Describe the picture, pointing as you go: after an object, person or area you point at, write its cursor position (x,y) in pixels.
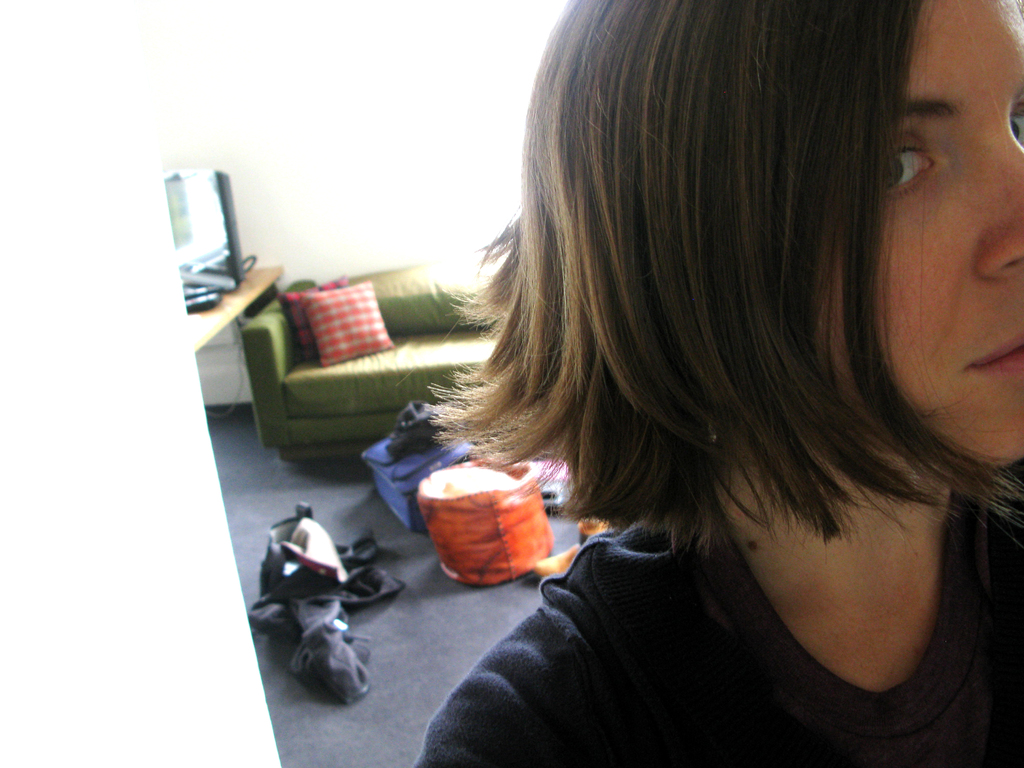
Here a person (635,236) is there, this is sofa (426,397) there are some objects (461,545).
